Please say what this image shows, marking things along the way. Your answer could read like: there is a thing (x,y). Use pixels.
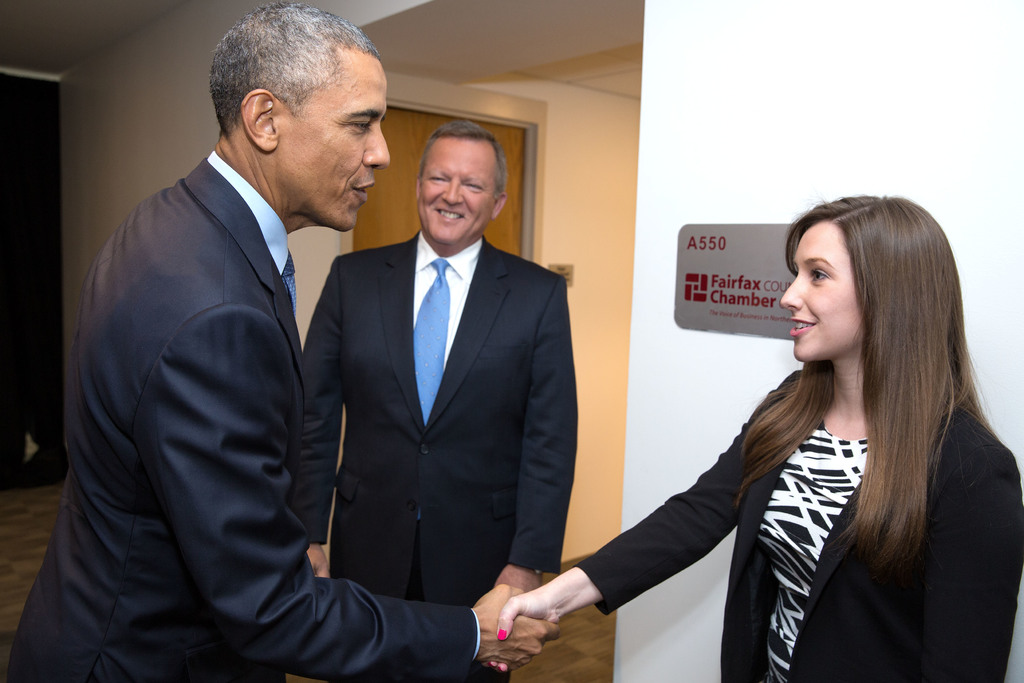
In this image, I can see two men (412,428) and a woman (791,511) standing and smiling. I can see the man (350,664) and woman (531,613) handshaking with each other. This looks like a board (712,232), which is attached to the wall (723,148). In the background (408,142), I think this is a door (406,167).
